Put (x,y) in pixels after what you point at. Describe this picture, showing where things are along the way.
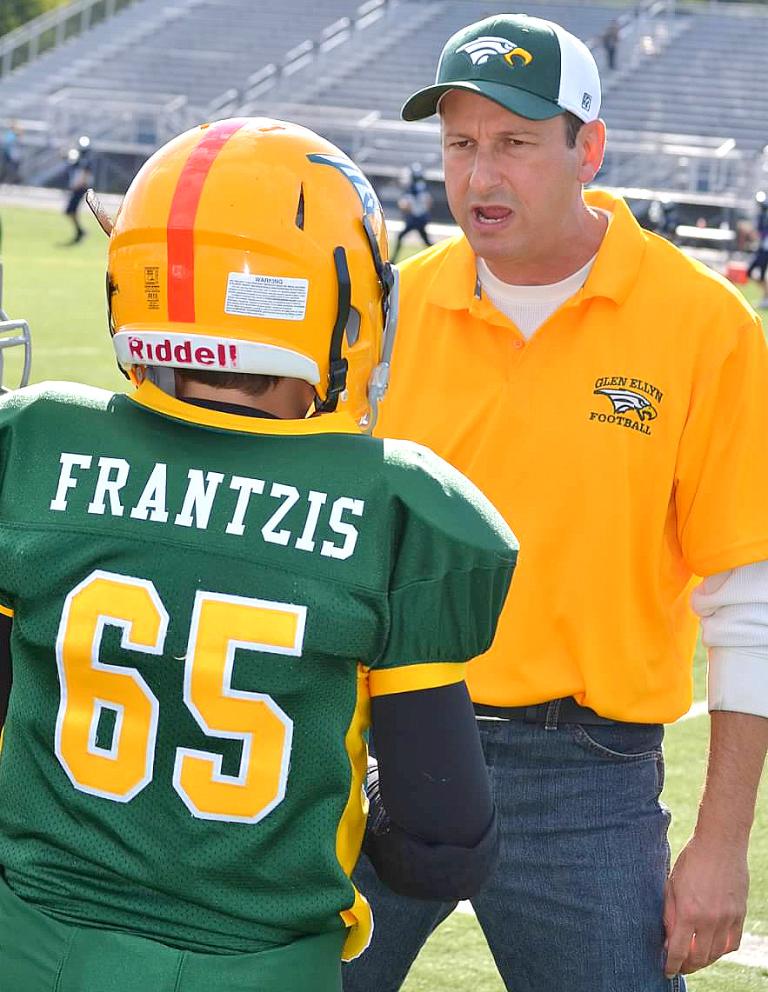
In this image there are two people (543,620) standing opposite to each other, behind them there are a few more people (767,237) walking on the ground (21,224). In the background (329,61) there are stairs (701,82).
